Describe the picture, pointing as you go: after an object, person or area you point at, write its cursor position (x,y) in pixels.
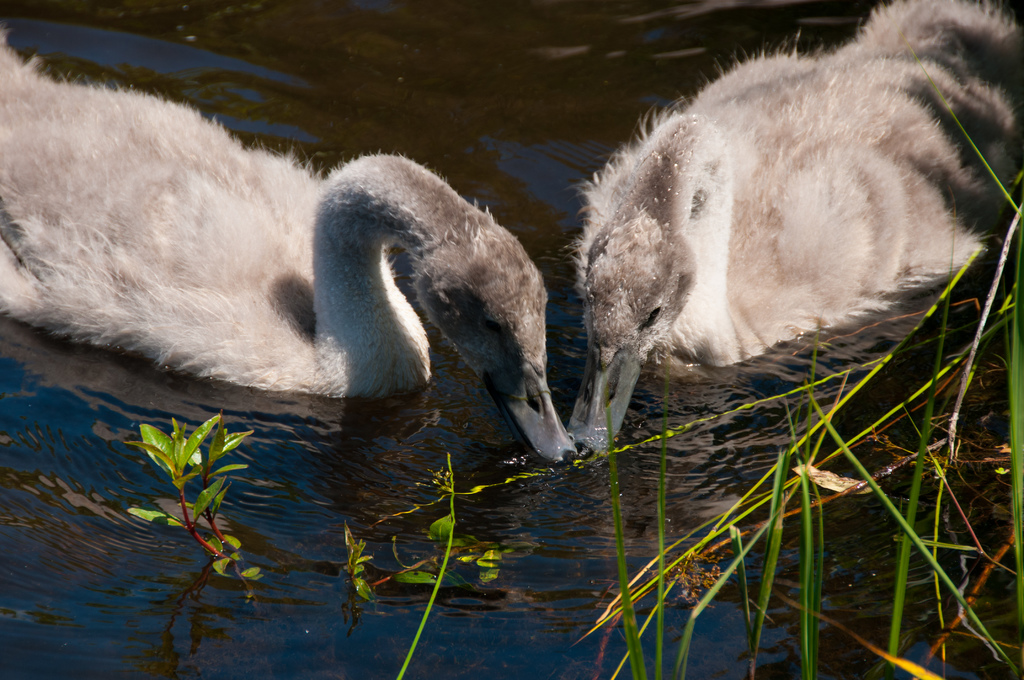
In this image we can see some swans (493,243) which are in white color are in water (298,471) and in the foreground of the image (997,549) there are some water plants (363,544).
